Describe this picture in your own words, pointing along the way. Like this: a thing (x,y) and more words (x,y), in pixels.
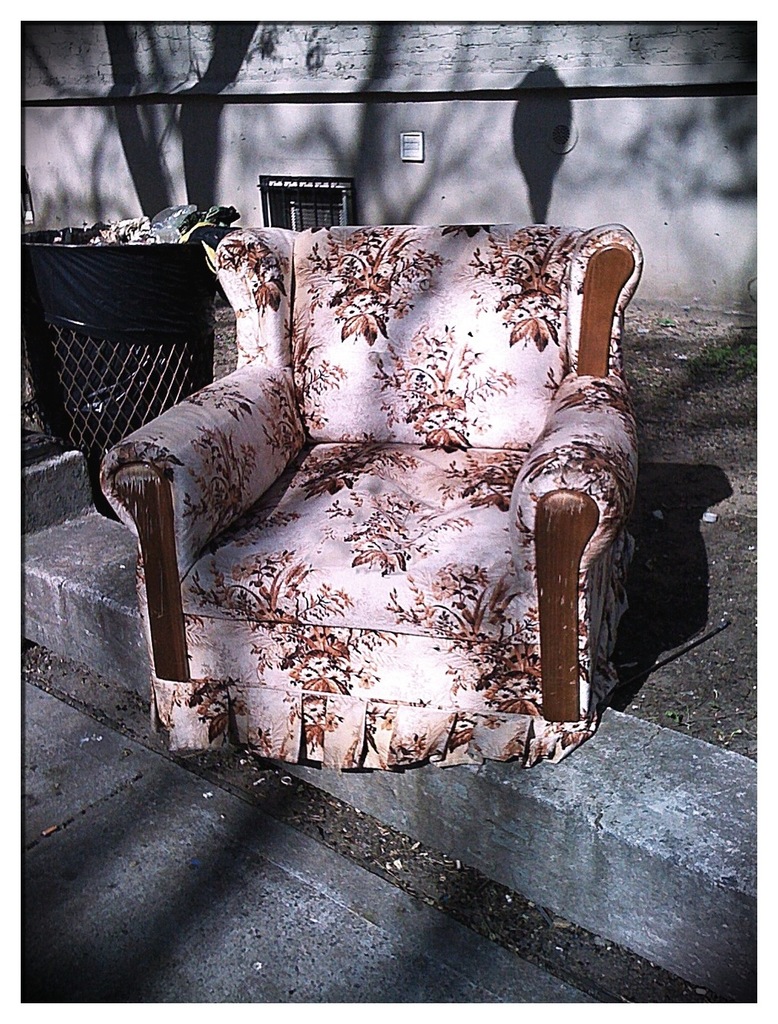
In this image I can see a white and brown colour sofa chair (348,382). I can also see shadows (162,161), a dustbin (29,340) and in background (213,126) I can see the wall (274,144).
